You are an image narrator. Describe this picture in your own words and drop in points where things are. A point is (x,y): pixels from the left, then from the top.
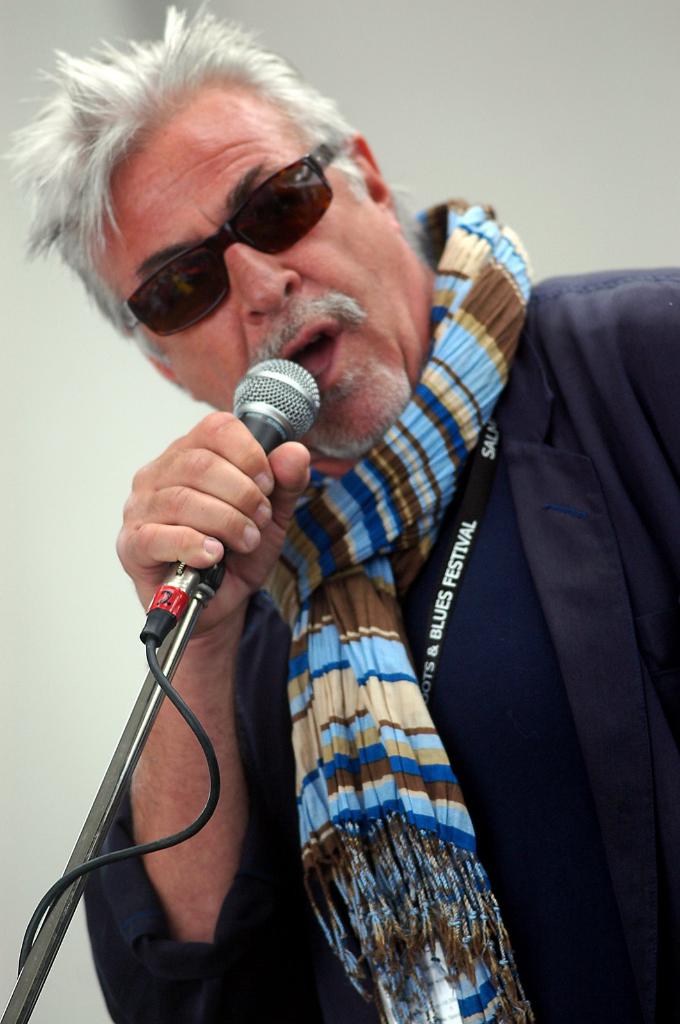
A man (42,177) is singing with a mic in his hand (227,432).
